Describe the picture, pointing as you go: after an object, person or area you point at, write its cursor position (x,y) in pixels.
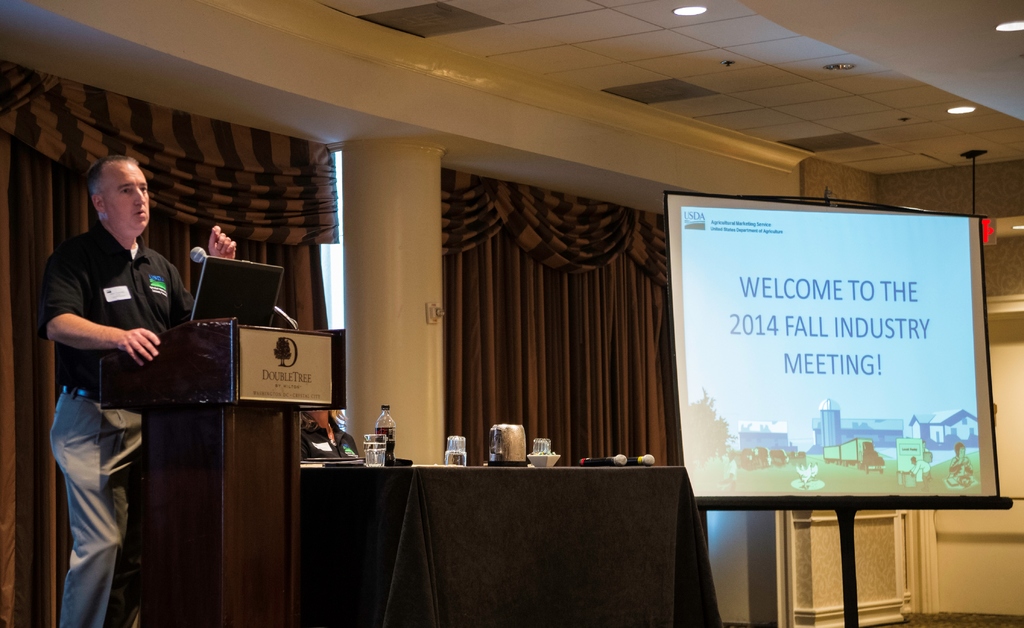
In this image we can see a person (137,312) is standing in front of a podium (215,407) and talking, he is wearing black color t-shirt (122,313) and grey pant (107,500). Beside him one black table (463,551) is there. It is covered with black cloth (461,497), on table (438,469) glass (449,451), bottle (392,445) and mic (594,460) is present. Behind it one lady (338,441) is sitting. To the right side of the image (874,398) we can see one screen (799,466), on screen (799,466) some text (817,285) is written. The roof (545,130), walls (1003,270) and pillars (367,283) of the room (410,257) is in white color. Background (526,310) we can see curtains (545,304).
